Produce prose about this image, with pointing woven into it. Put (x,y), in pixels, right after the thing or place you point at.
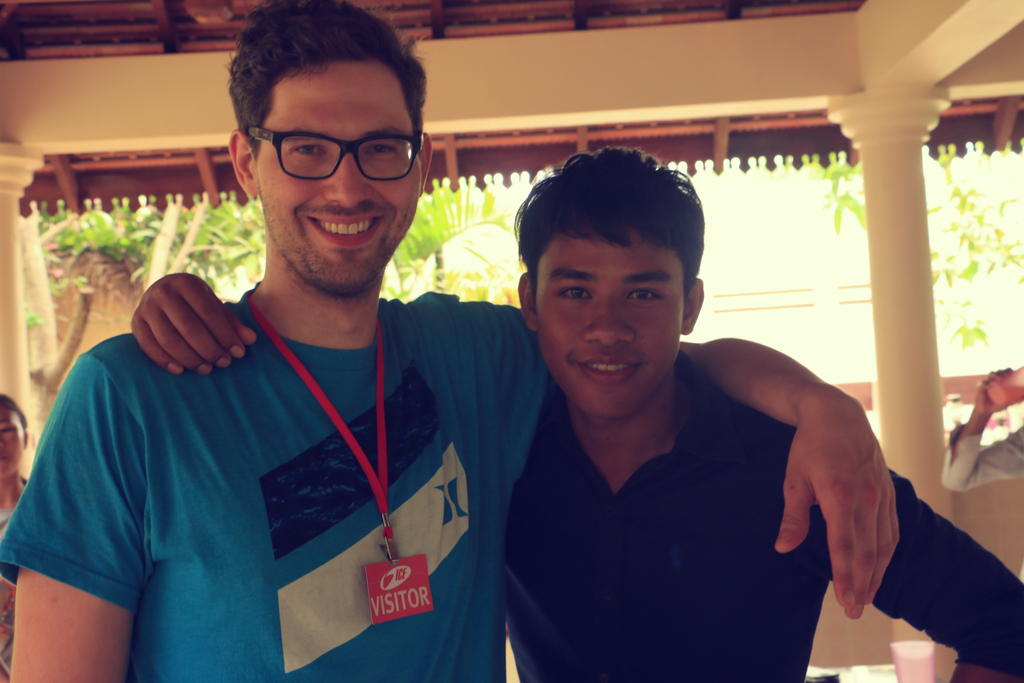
In this image I can see the group of people (559,536) with different color dresses (512,536). I can see two persons (832,527) smiling and there is a glass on the surface (839,678). In the background (441,243) I can see the trees (408,264).
